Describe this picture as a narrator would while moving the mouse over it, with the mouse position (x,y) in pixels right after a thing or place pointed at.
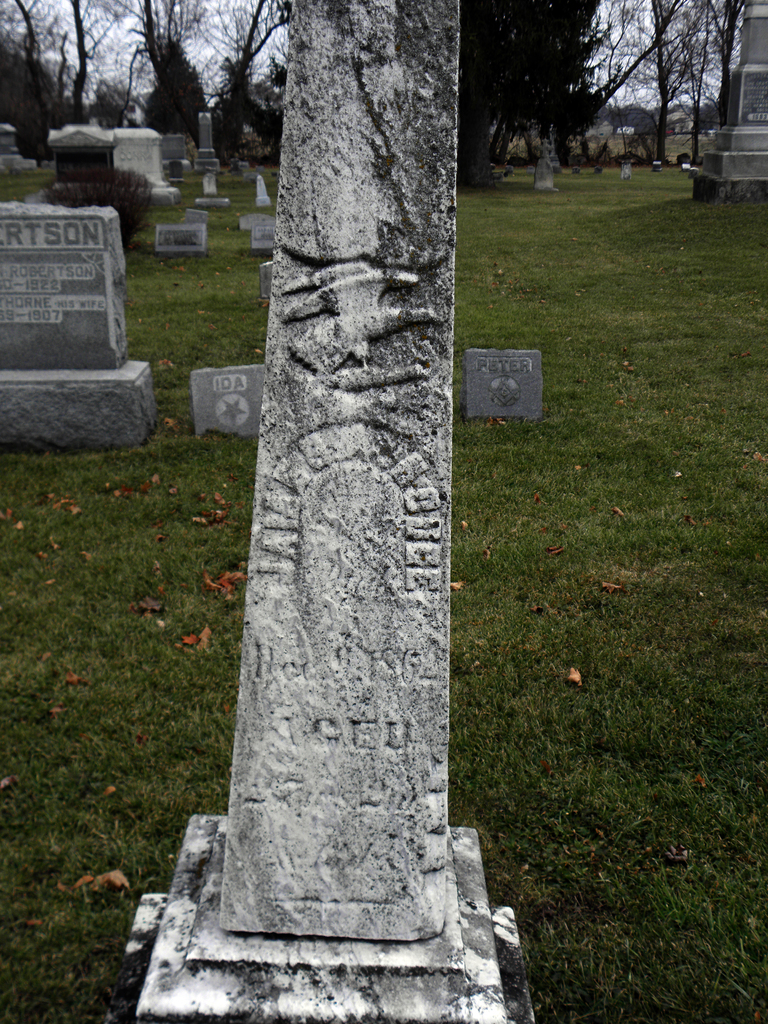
In this image in the front (311,461) there is a pillar (325,635). In the center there are stones (123,322) with some text (36,268) written on it and there is grass (490,609) on the ground (481,612) and there are dry leaves (206,645) on the ground (168,375). In the background (168,86) there are trees (618,87) and stones (727,140).
